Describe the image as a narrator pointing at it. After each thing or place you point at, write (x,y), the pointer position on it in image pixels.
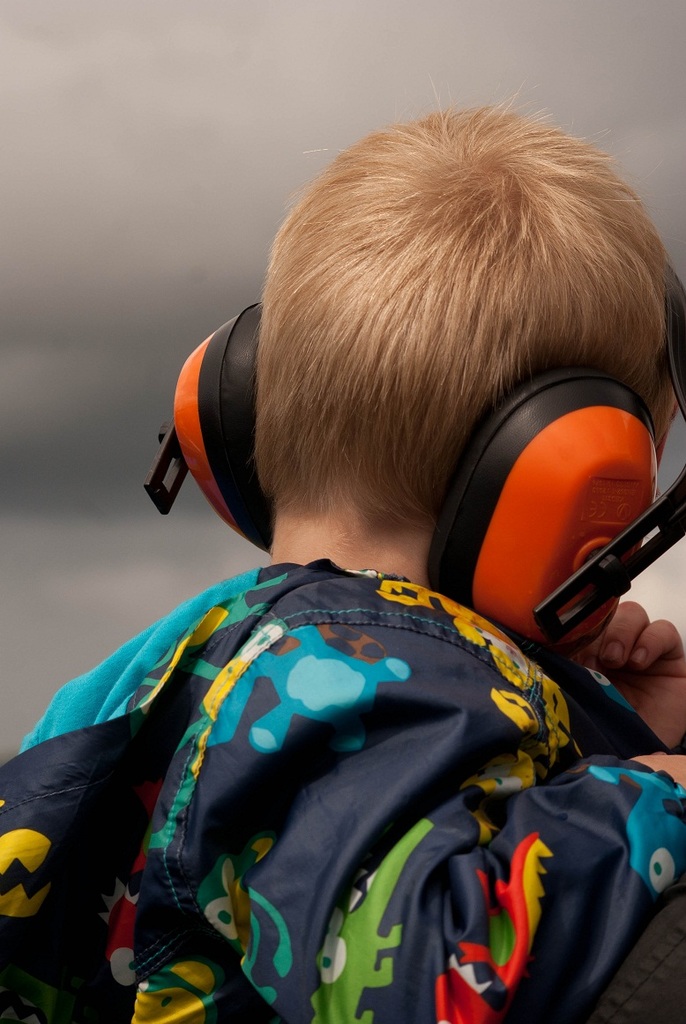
In this image I can see a boy (423,423) wearing a headphones (522,450) and wearing a colorful dress (335,753) and at the top (204,209) I can see the sky (257,265).
